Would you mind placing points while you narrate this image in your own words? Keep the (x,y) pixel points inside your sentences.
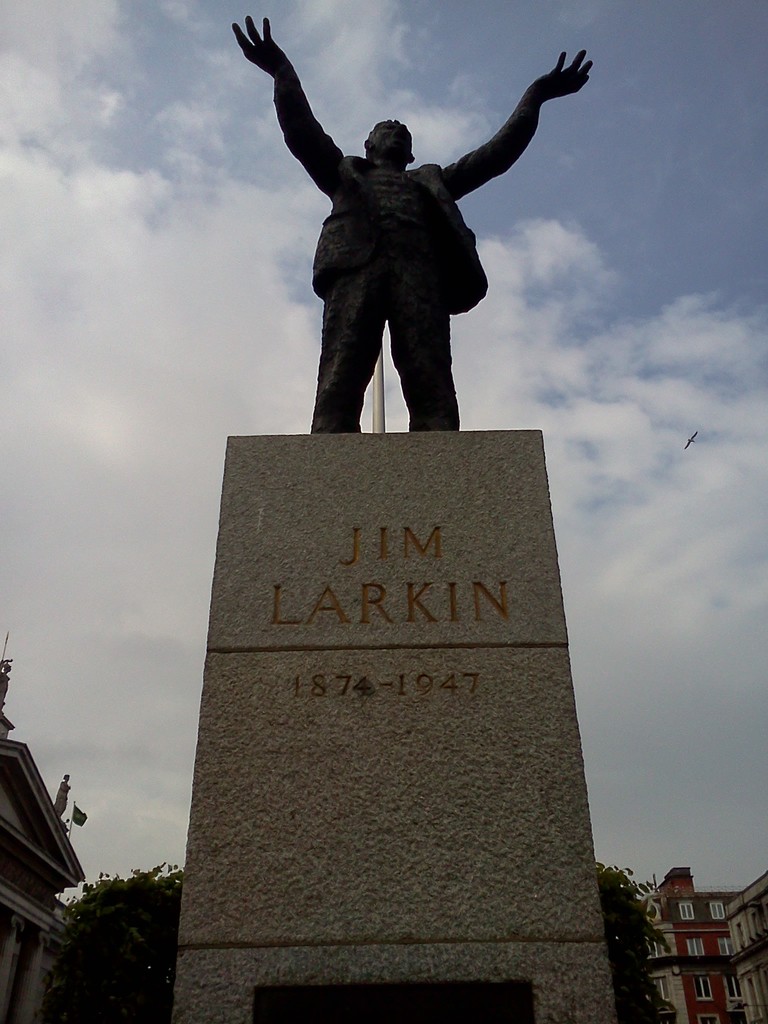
A statue (412,256) is highlighted in this picture. The statue (419,223) is in black color. This statue (394,295) name is "Jim Larkin". Sky (92,602) is cloudy. Far there are trees (103,930). Far there is a building (703,930) with windows (688,946).
